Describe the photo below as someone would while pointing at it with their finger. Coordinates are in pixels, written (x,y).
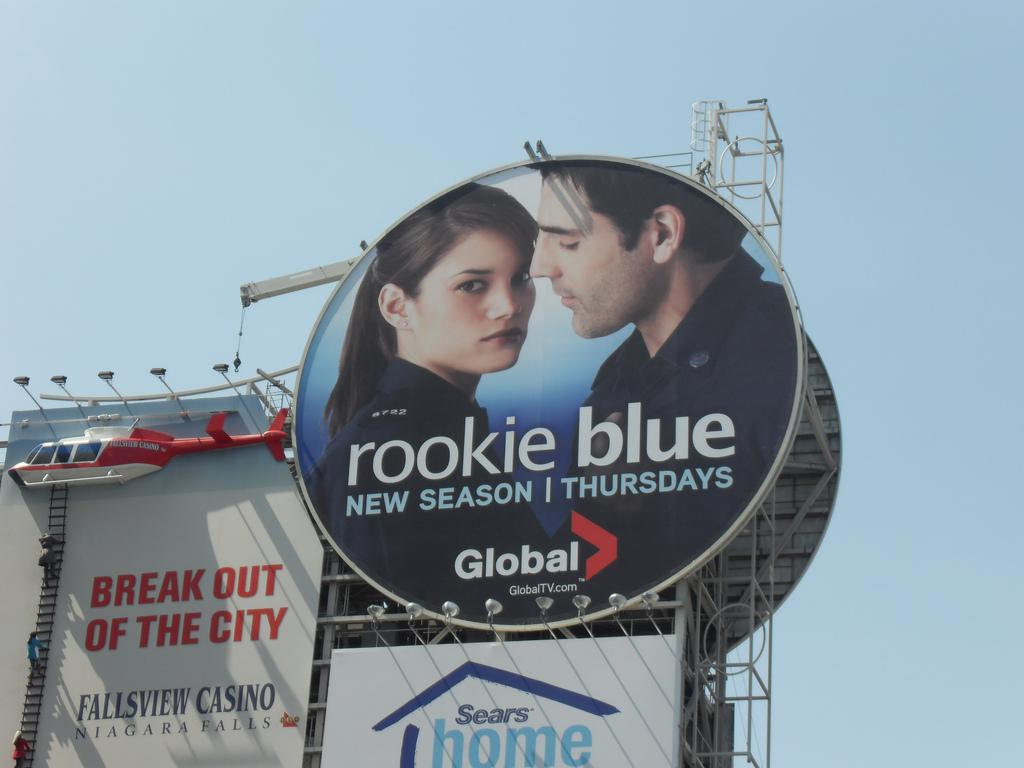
In this picture we can see one building (328,583) and some advertisement boards (458,552) to the building (328,603).
